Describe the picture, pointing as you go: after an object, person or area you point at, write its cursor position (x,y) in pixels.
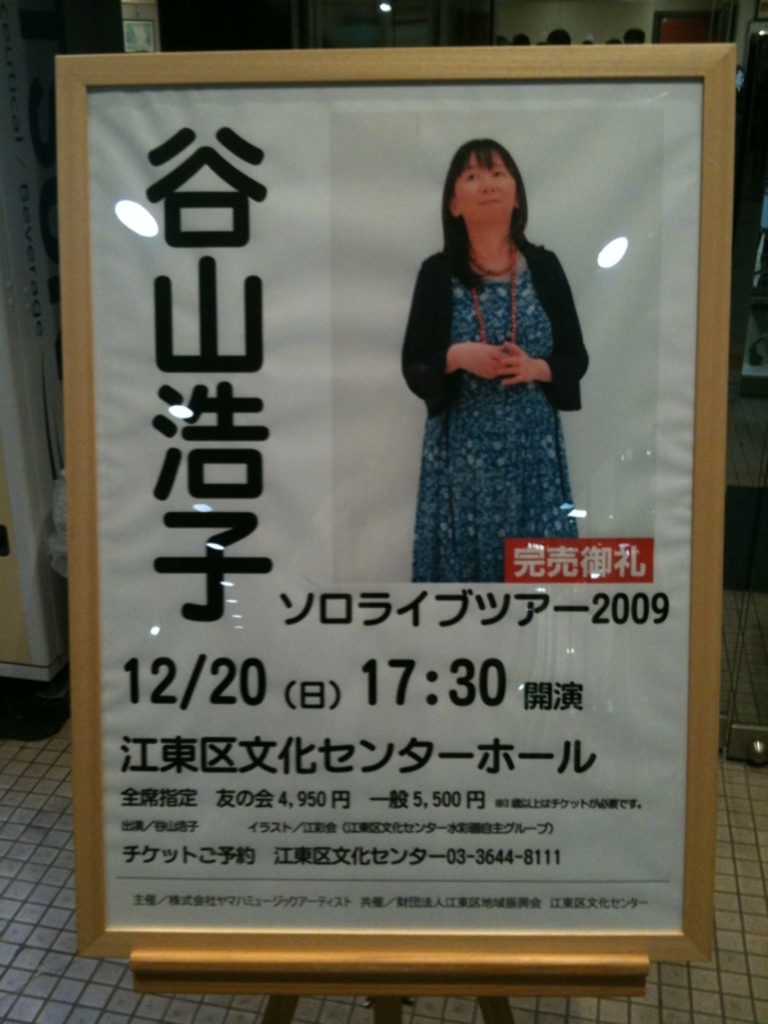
In this image, we can see a board (385,590) with an image (512,365) and some text (317,754) written on it, placed on a stand (506,992). behind with it there are few people (627,38) standing.
